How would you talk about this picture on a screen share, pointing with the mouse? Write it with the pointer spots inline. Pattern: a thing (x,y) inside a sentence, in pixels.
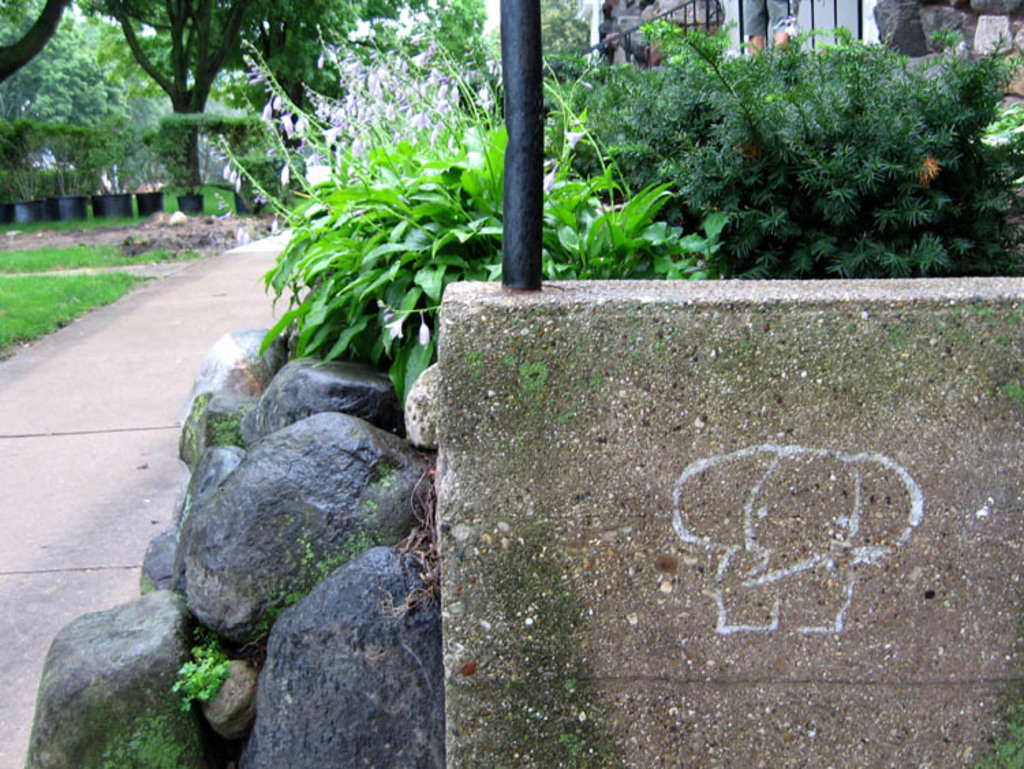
In this image here there are few stones (383,711), a wall (838,488). In the background (812,252) there are plants (396,151), trees (205,150), building (874,29). Here a person (764,35) is standing. This is a path (125,381).
